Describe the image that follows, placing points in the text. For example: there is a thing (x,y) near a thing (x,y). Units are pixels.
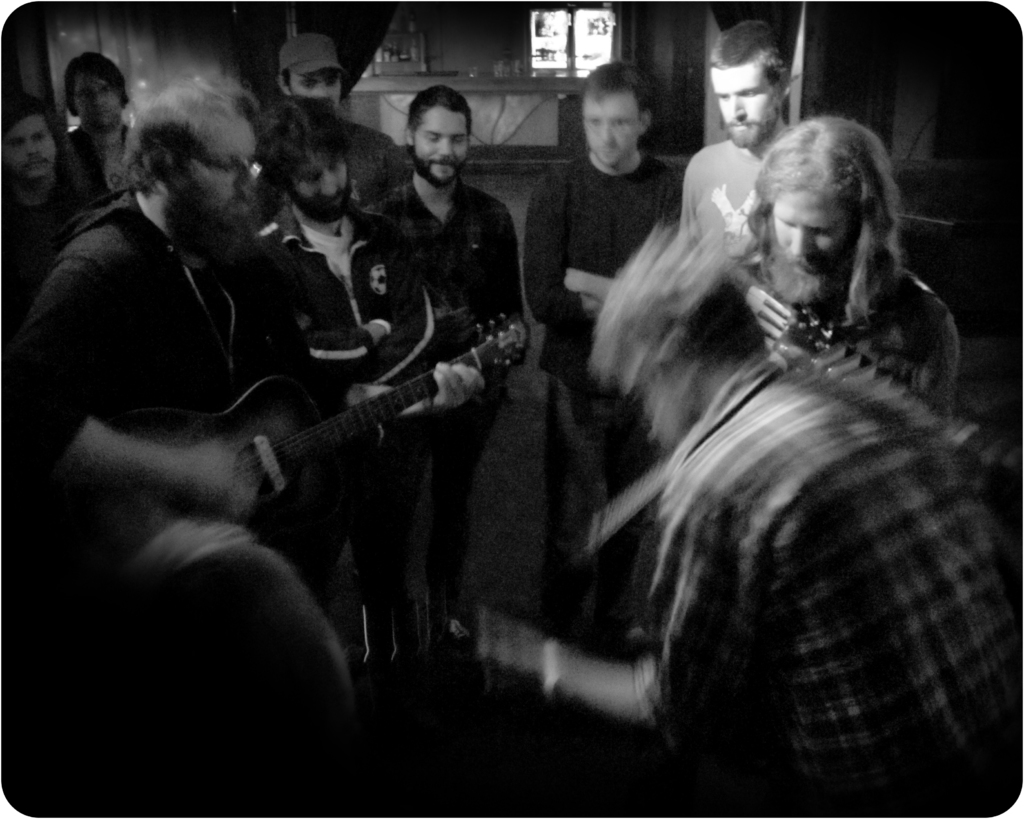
This image is taken indoors. On the left side of the image (278,374) a man (163,250) is playing the music with a guitar (298,430). On the right side of the image (905,359) a man (824,439) is singing. In the background (530,230) a few people (333,199) are standing on the floor (515,562) and there is a wall (492,53) with a window (544,41).
